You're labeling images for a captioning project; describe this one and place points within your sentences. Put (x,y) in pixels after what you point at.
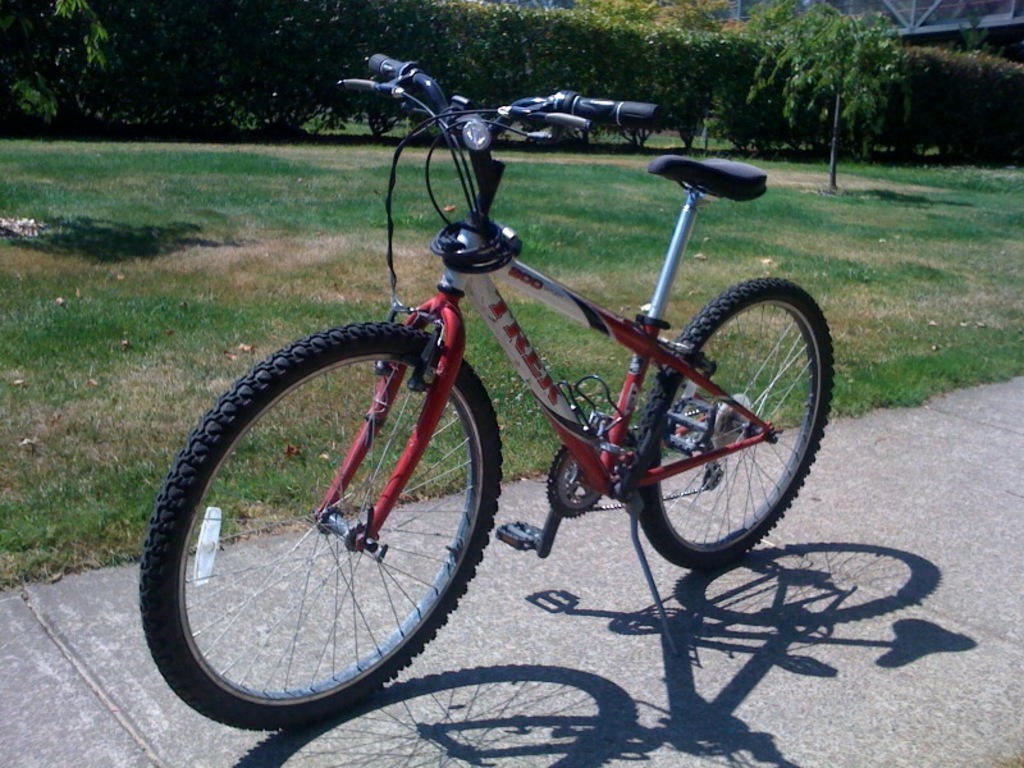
This picture is highlighted with a bicycle (500,479). Here we can see a shadow (670,680) of the bicycle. Behind this there is a grass (133,341). On the background of the picture (241,39) we can see few trees (821,31). This is a pole (836,145). This is the path (938,457) or road (930,460).
